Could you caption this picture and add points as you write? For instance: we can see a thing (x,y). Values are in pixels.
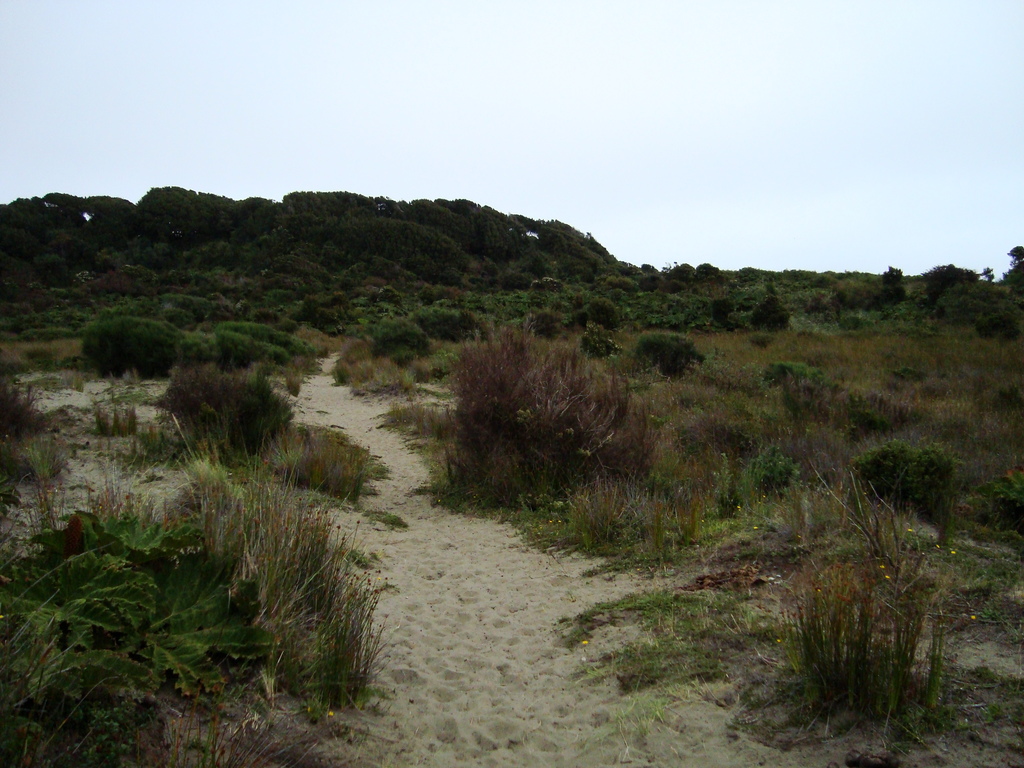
In the foreground of this picture (485,593), there is a sand path (476,542) to which plants (536,446) and the grass (226,472) are on the either side. In the background (816,321), there are trees (103,212) and the sky (572,119).
